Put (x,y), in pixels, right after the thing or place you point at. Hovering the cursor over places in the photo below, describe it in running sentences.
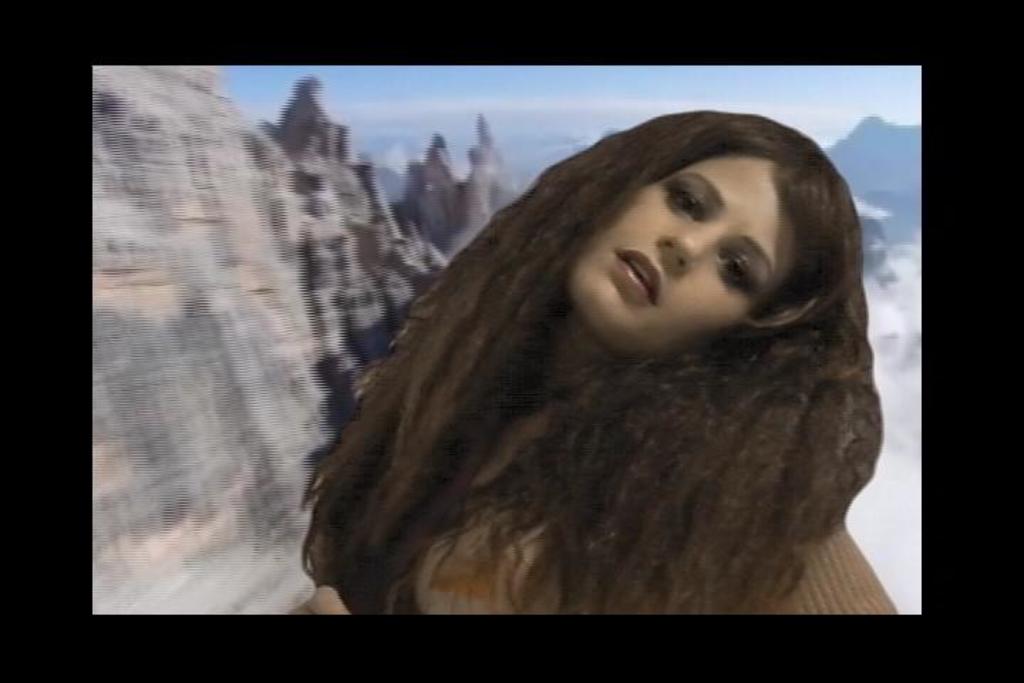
In this image there is an edited picture. Front side of the image there is a woman (746,377). Behind her there are hills (290,329). Top of the image (561,117) there is sky (561,117).
